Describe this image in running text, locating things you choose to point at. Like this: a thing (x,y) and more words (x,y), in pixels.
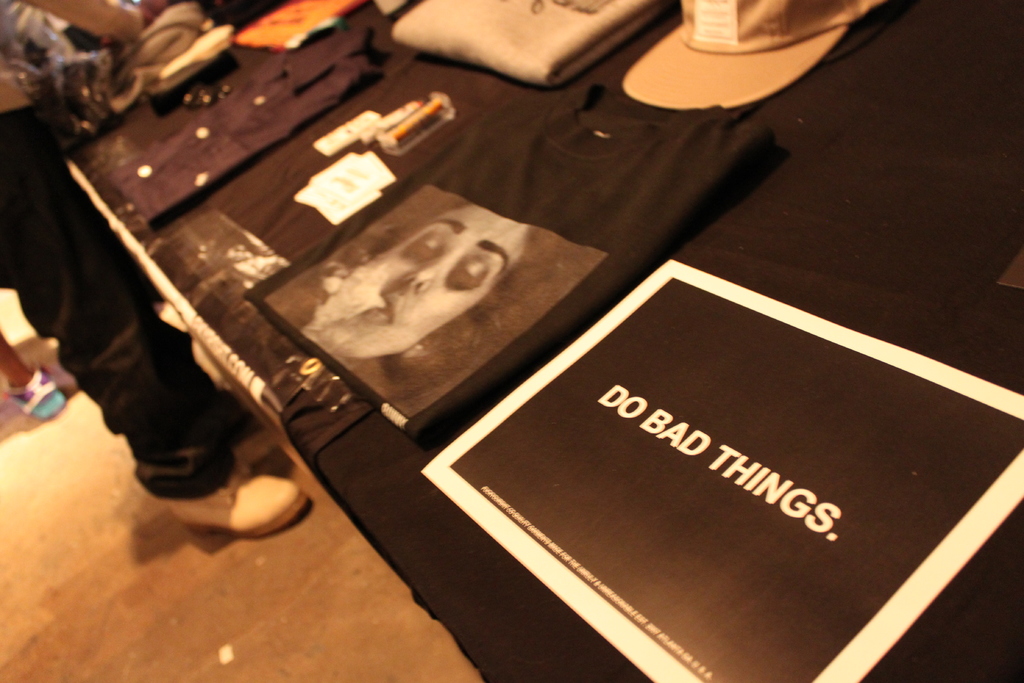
In the image there is a table (355,253) and on the table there are some clothes (484,124), there is a person (168,366) standing in front of the table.
